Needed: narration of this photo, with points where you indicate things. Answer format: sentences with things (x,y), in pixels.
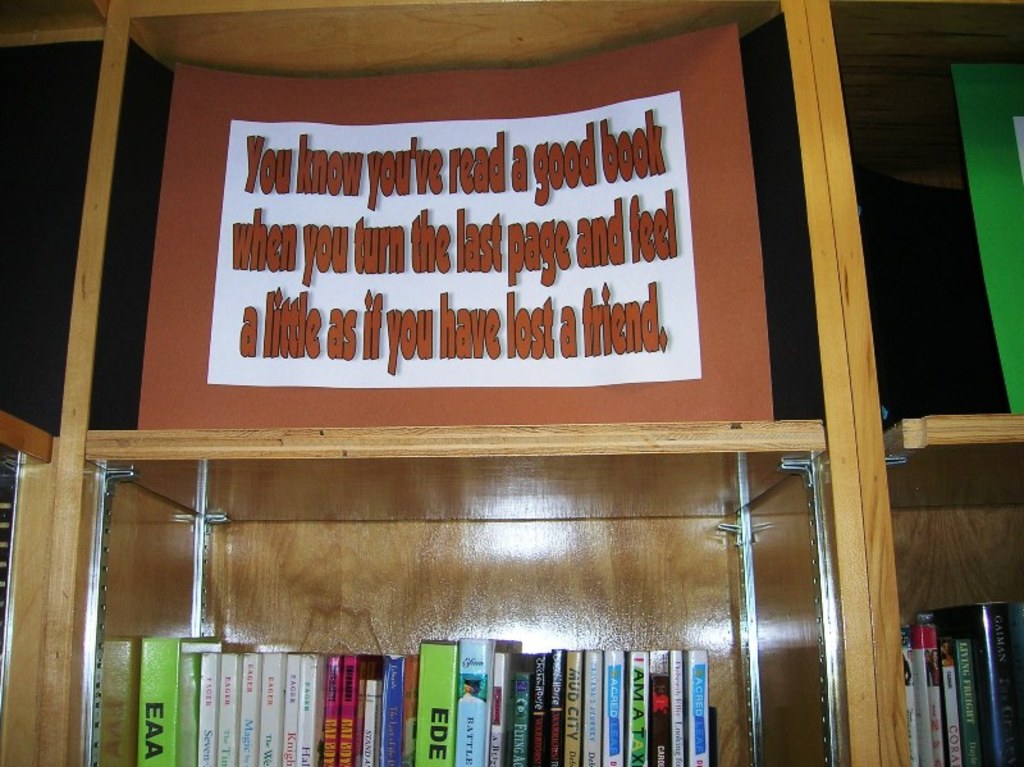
In the image there are some books (545,712) in the rack (853,322) and above there is a card (237,144) with some text (406,343) on it.
